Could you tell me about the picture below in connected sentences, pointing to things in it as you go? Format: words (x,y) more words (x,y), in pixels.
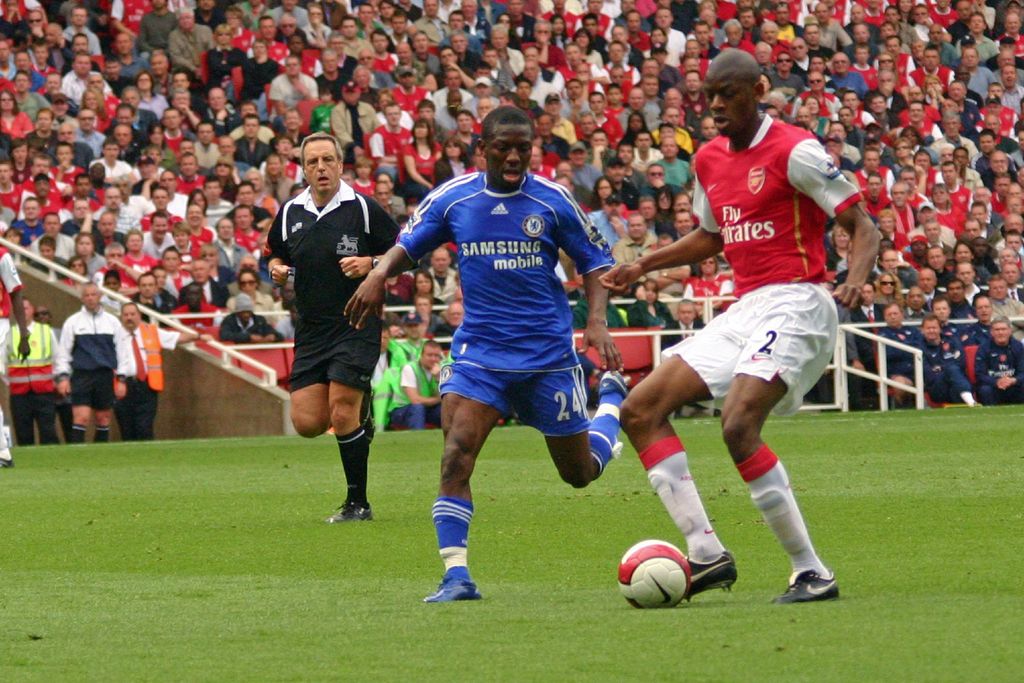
In this image I can see a group of people (505,246) among them, few are playing football and other people (266,56) are sitting on a chair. I can also see there is a ball (656,584) on the ground (297,597).
